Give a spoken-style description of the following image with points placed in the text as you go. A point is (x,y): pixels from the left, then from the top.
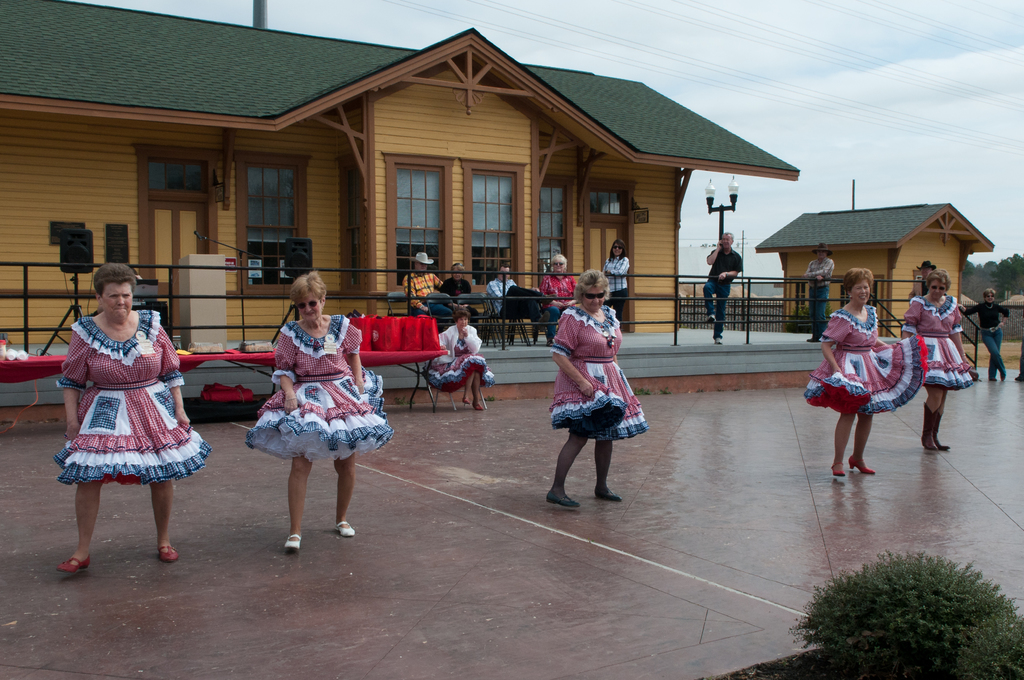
In this image there are group of people (113,290) dancing, there are group of people (464,346) sitting on the chairs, houses (567,246), lights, table (426,359), trees (999,280), and in the background (848,172) there is sky (805,171).
